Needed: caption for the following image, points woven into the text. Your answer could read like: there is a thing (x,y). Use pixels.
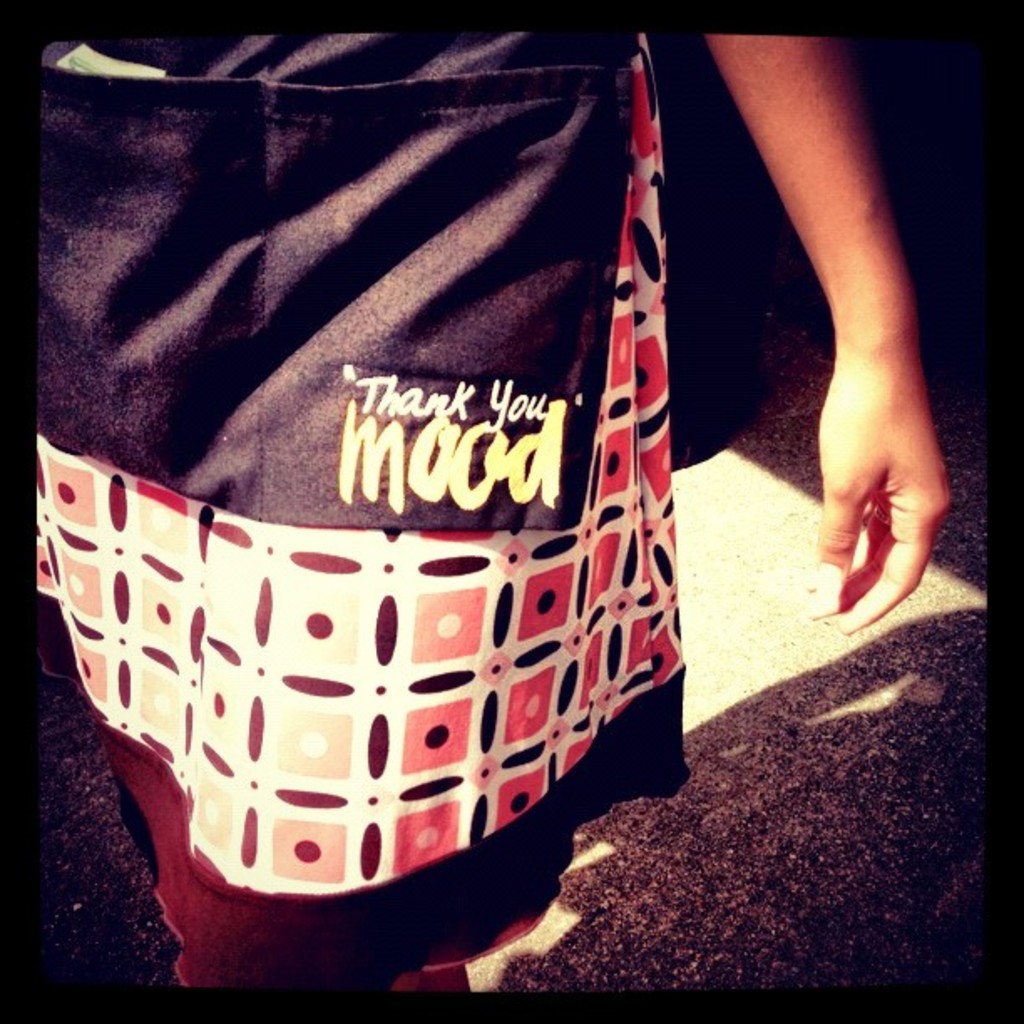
In this image, we can see a person (502,260) whose face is not visible wearing clothes (505,693).
